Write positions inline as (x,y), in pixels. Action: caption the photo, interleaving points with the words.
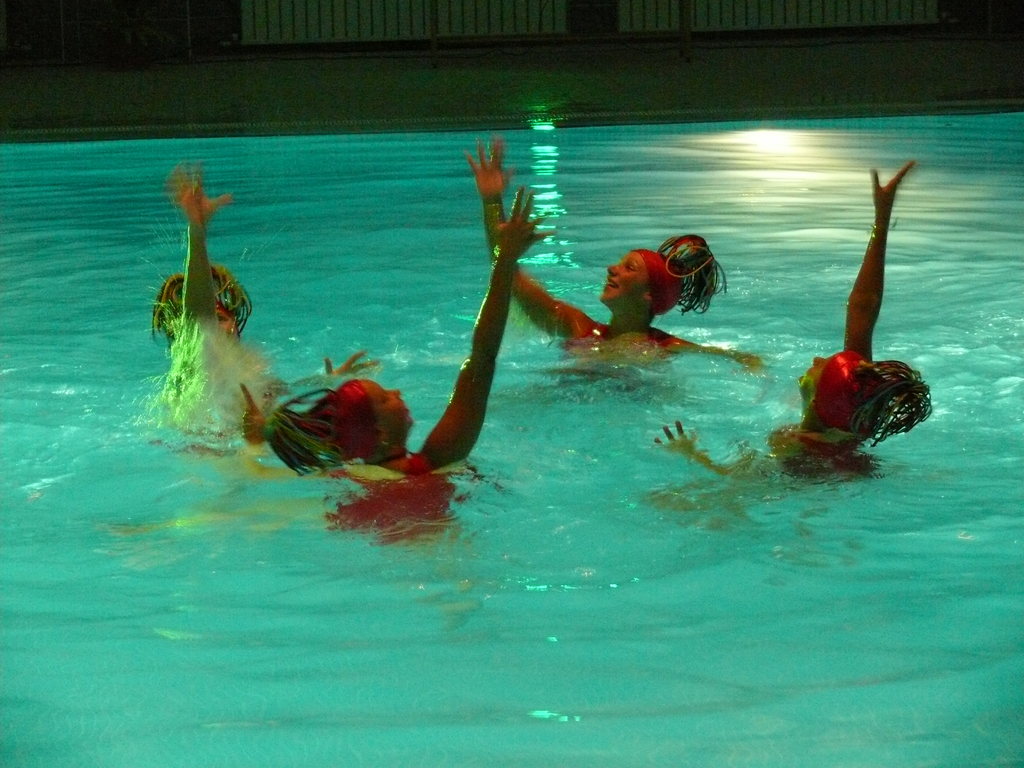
In this picture we can see people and in the background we can see water (723,524) and some objects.
